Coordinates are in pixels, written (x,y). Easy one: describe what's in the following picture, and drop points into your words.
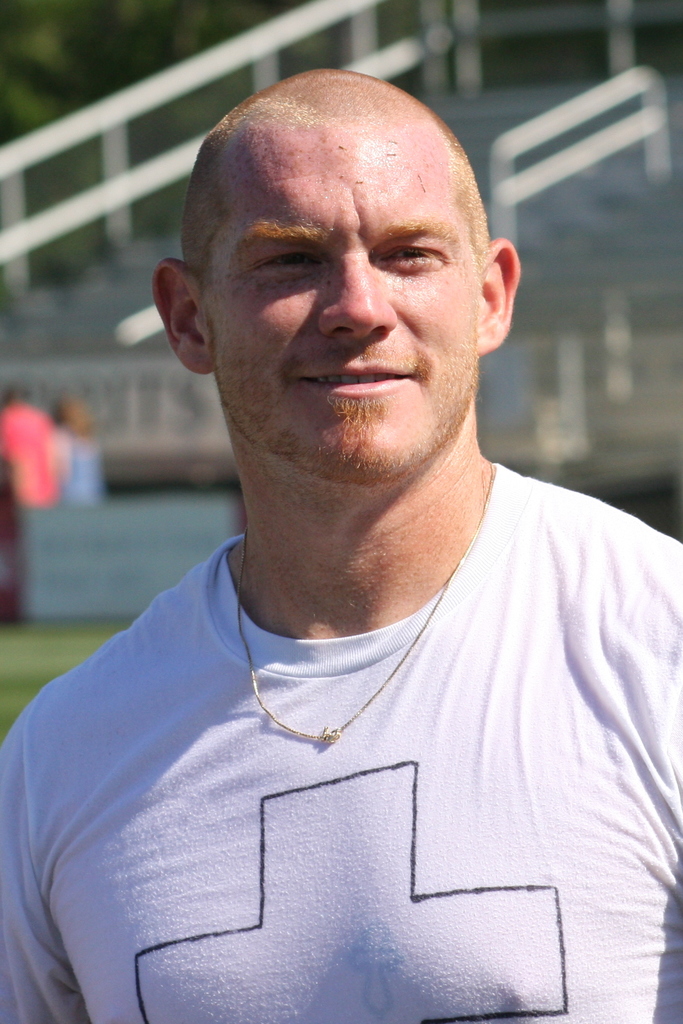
In this image in the foreground (397,511) there is one person (383,642) who is wearing a white t-shirt (302,709), and in the background (39,152) there is a railing (39,152), staircase (602,272) and some persons (58,459) and trees (186,33).
